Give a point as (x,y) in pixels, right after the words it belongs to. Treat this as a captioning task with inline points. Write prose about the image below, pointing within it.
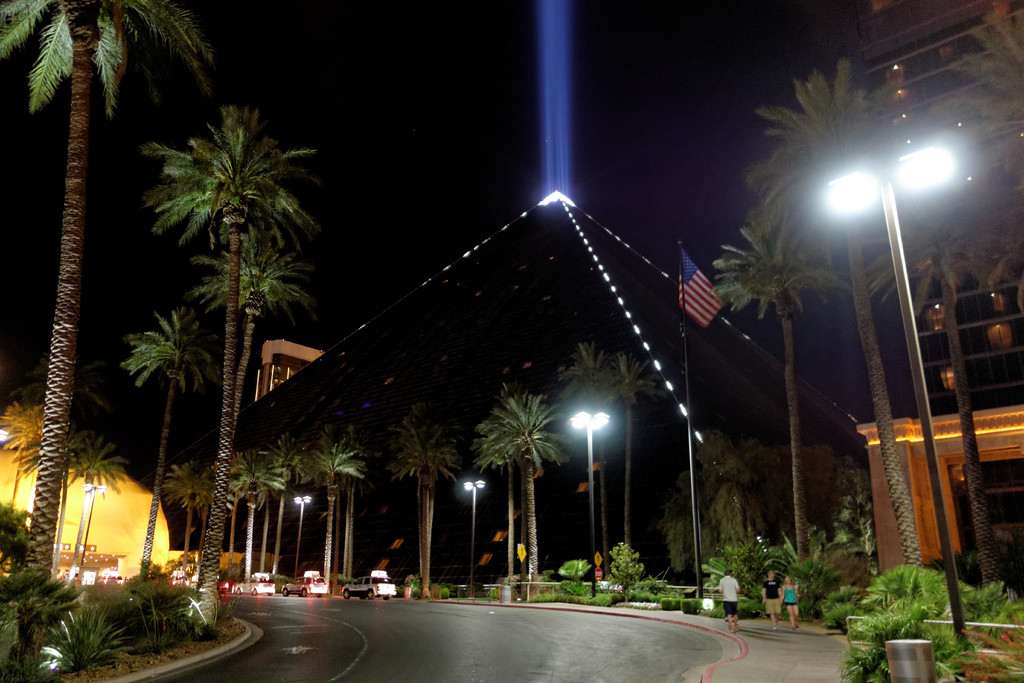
In this picture we can see plants (731,567), trees (967,423), poles (693,468), lights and a flag (690,299), there is a building (979,387) on the right side (945,338), we can see some vehicles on the road (320,608), on the right side (733,594) there are three persons (779,598) walking, we can see a dark background (350,42).
